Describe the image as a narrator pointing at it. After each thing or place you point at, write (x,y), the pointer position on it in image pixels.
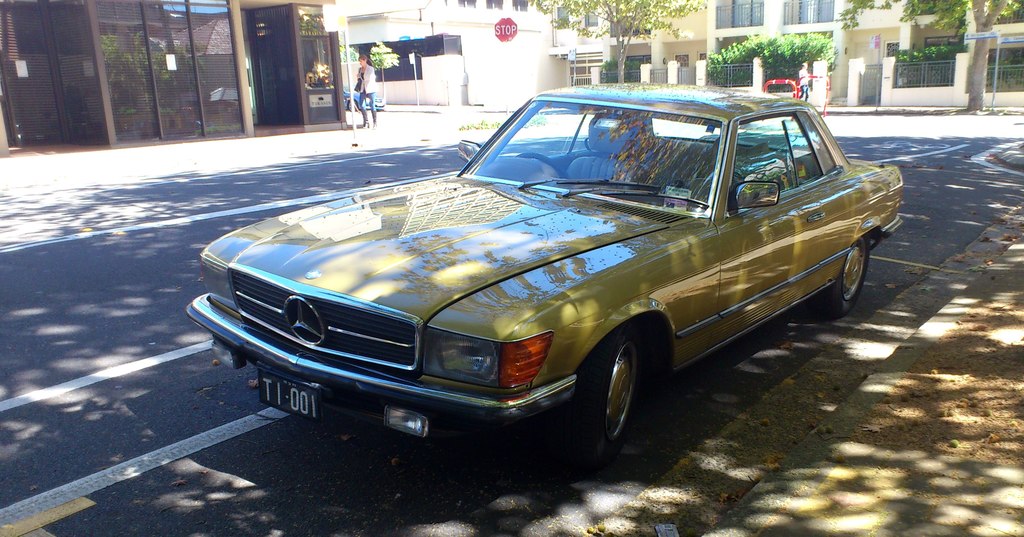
In this image we can see motor vehicle (470,287) on the road (240,387), persons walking on the footpath (241,144), buildings (393,71), street poles (413,57), trees (714,57) and a sign board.
